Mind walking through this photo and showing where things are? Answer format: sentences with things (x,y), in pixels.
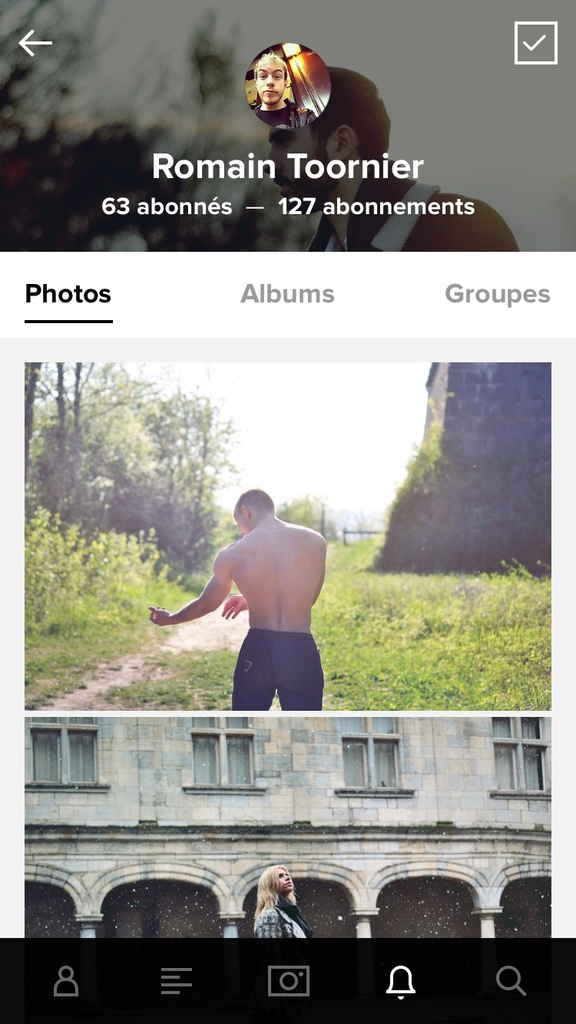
This is a screenshot in this screenshot there are people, building (309,855), grass (378,610) and sky (341,376). We can see some text (233,169).
